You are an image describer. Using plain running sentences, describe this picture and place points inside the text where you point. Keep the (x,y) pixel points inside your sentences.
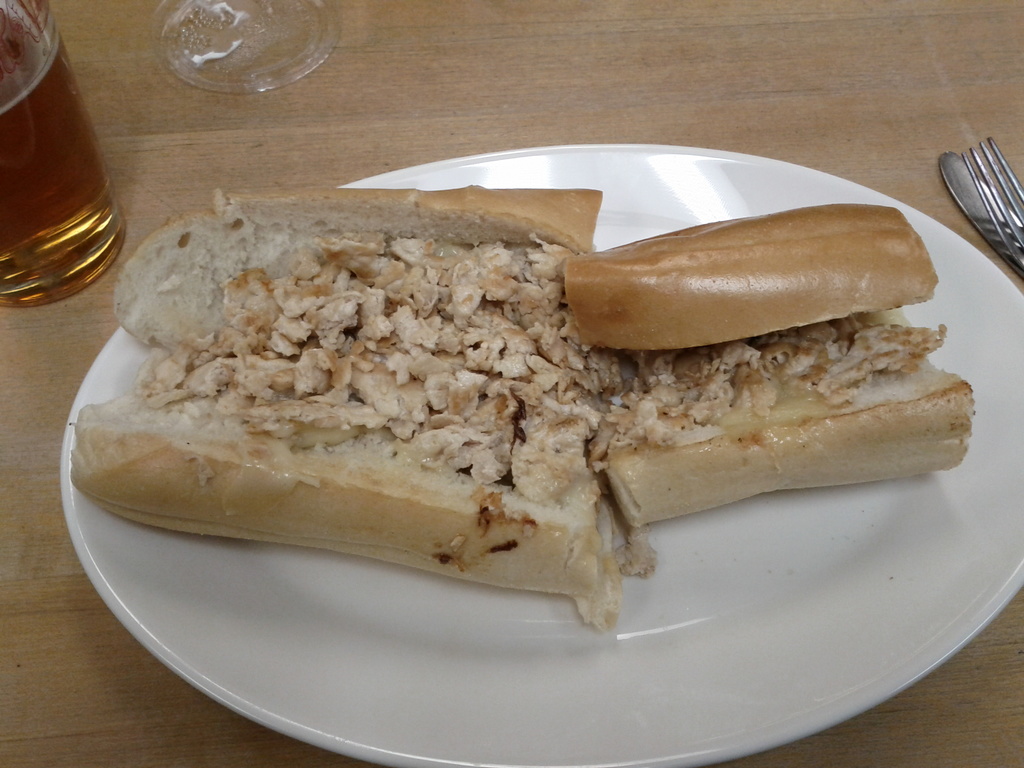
This is a zoomed in picture. In the foreground (811,264) there is a white color platter (507,162) containing some food item (670,343) which is placed on the top of the wooden table (450,51) and we can see a glass of drink (51,135) and some other items (993,188) are placed on the top of the table (193,760).
